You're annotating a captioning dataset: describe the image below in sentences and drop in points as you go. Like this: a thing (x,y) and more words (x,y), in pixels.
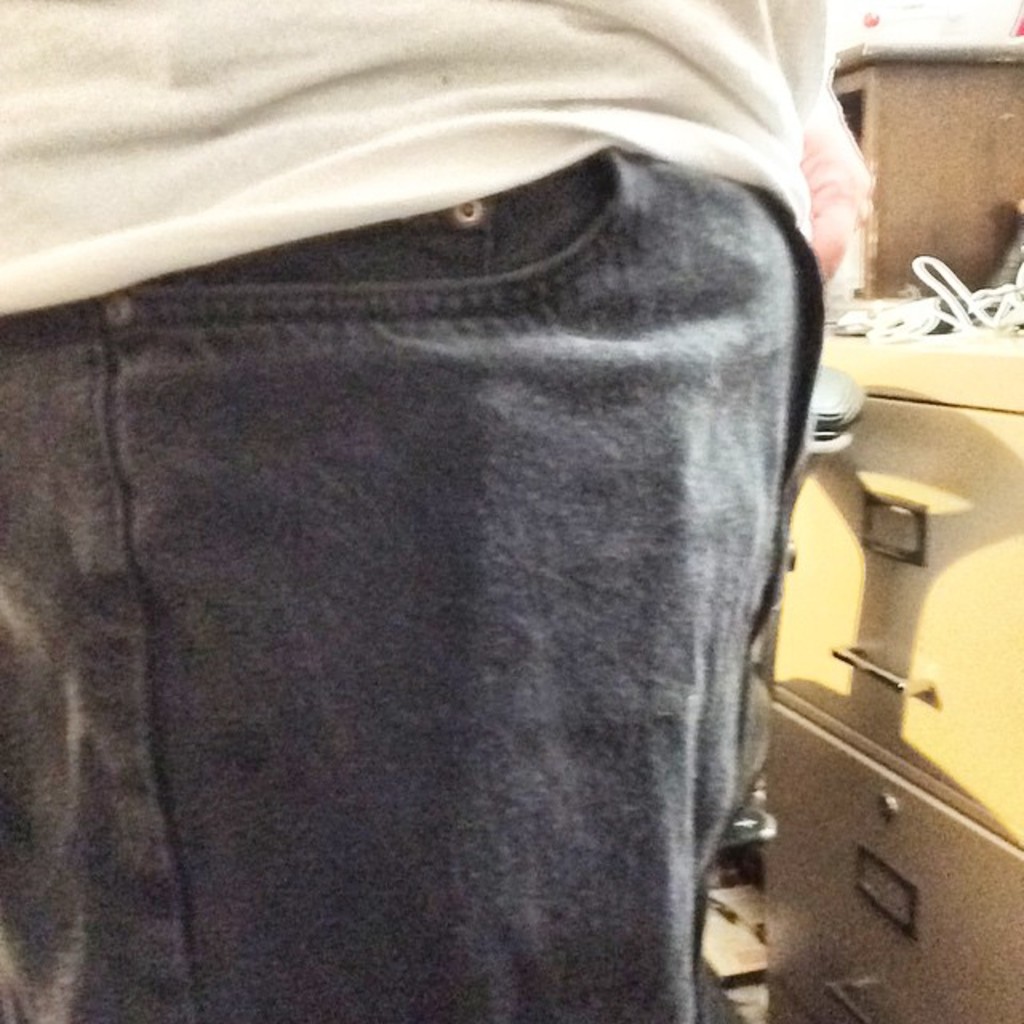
In this picture we can see the pant pocket (410,229) and a white shirt (335,192) of a person (466,249) standing near a table (886,430) with drawers (880,474).
